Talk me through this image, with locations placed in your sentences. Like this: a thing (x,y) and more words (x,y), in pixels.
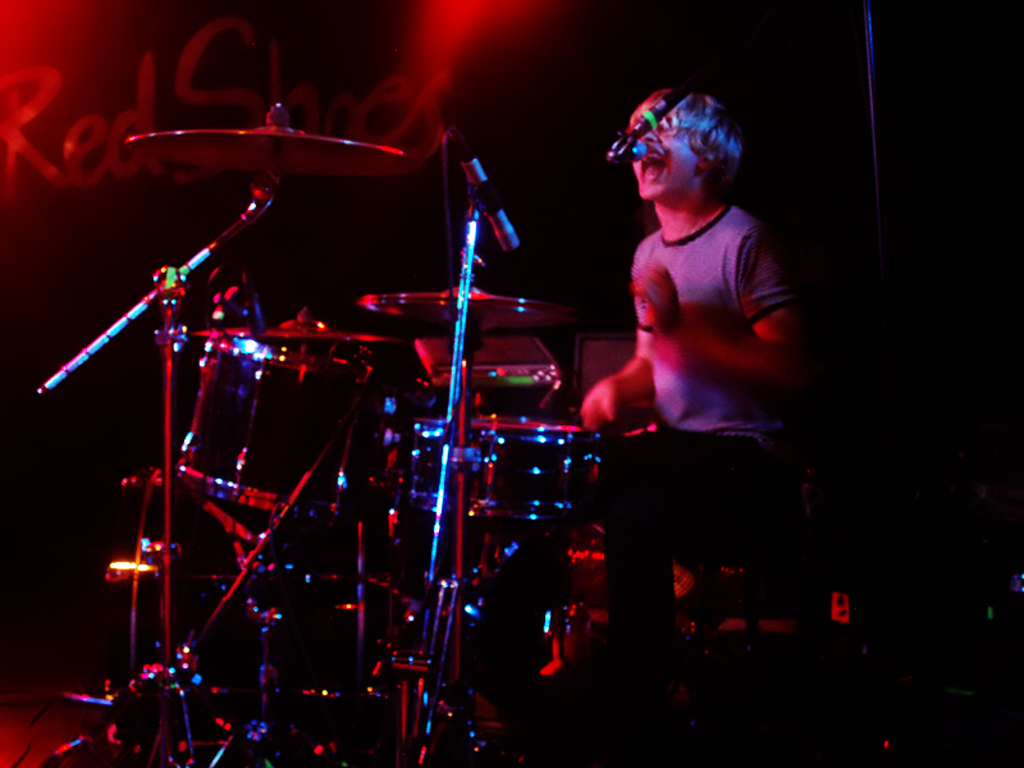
In this image I can see a person (696,311) wearing t shirt (723,263) and black colored pant (689,506) is sitting in a chair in front of few musical instruments (293,439). I can see a microphone (633,139) in front of him. In the background (644,22) I can see few red colored lights (519,5) and the dark background (428,52).
